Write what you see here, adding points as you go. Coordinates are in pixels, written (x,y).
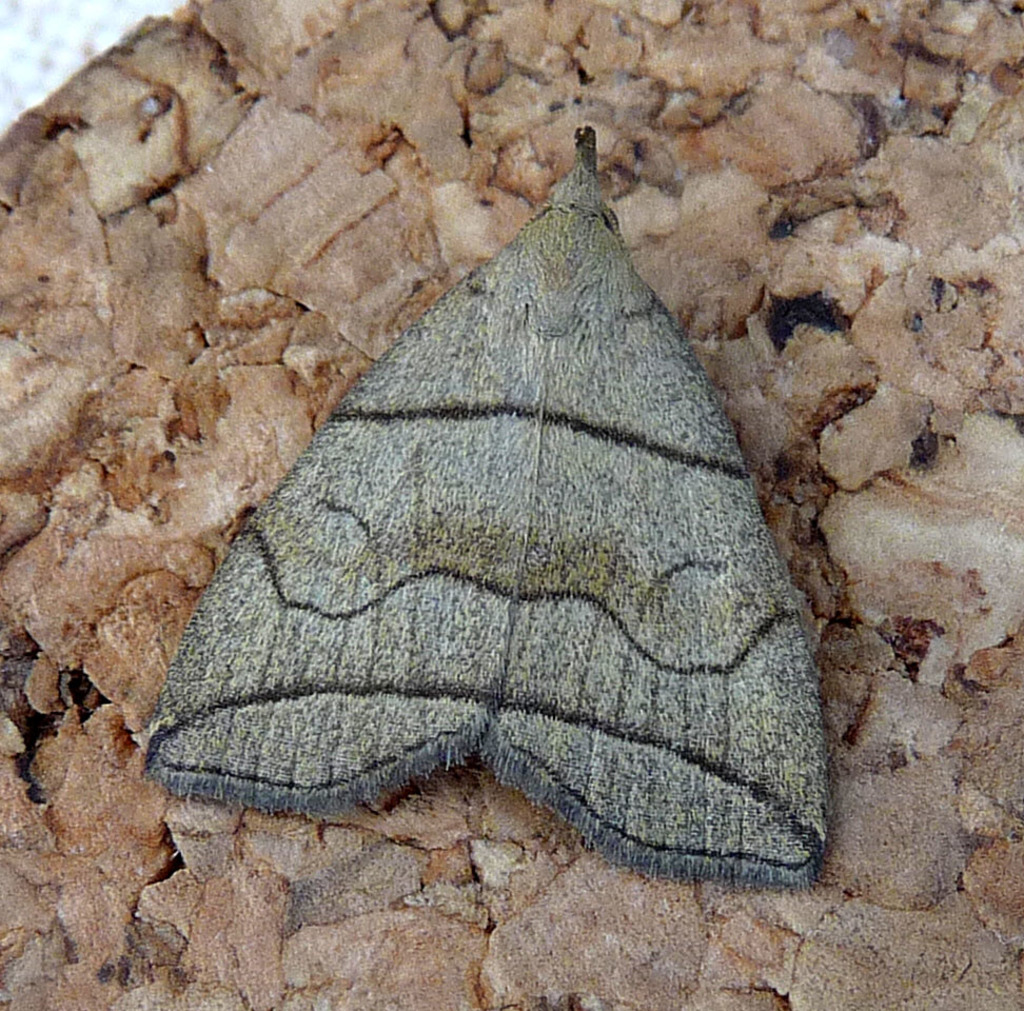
In this image, I can see a moth (438,520) on the cork (784,284).
